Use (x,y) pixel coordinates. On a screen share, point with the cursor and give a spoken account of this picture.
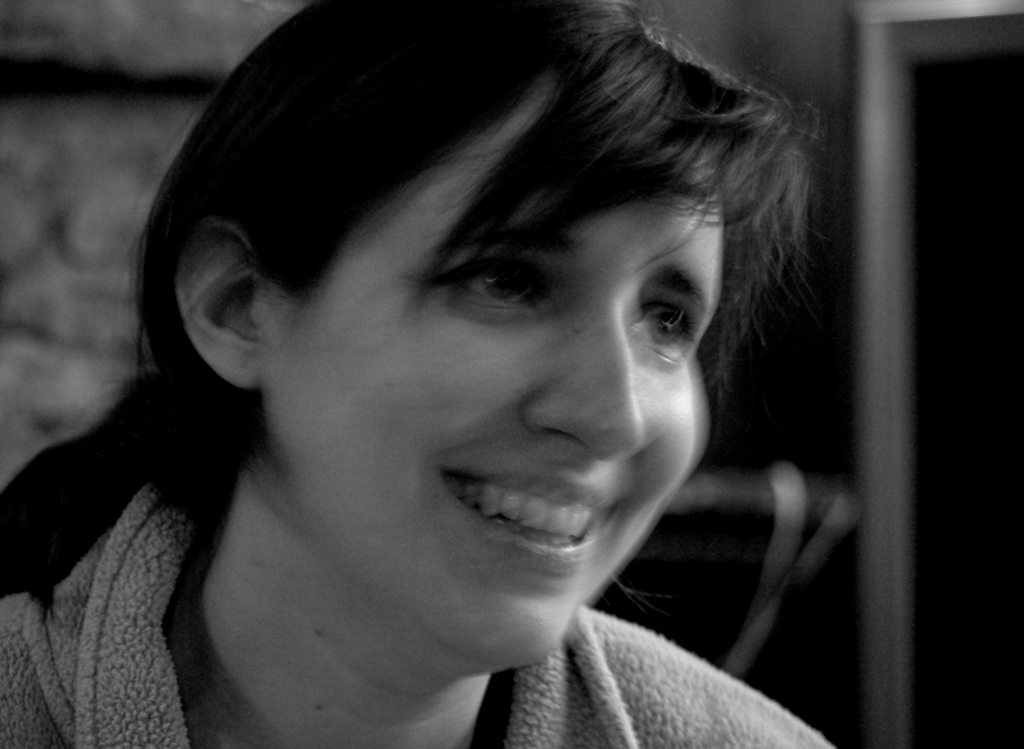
This image is a black and white image. In this image the background (126,300) is a little blurred. In the middle of the image (532,414) there is a woman (424,593) and she is with a smiling face (552,483).
